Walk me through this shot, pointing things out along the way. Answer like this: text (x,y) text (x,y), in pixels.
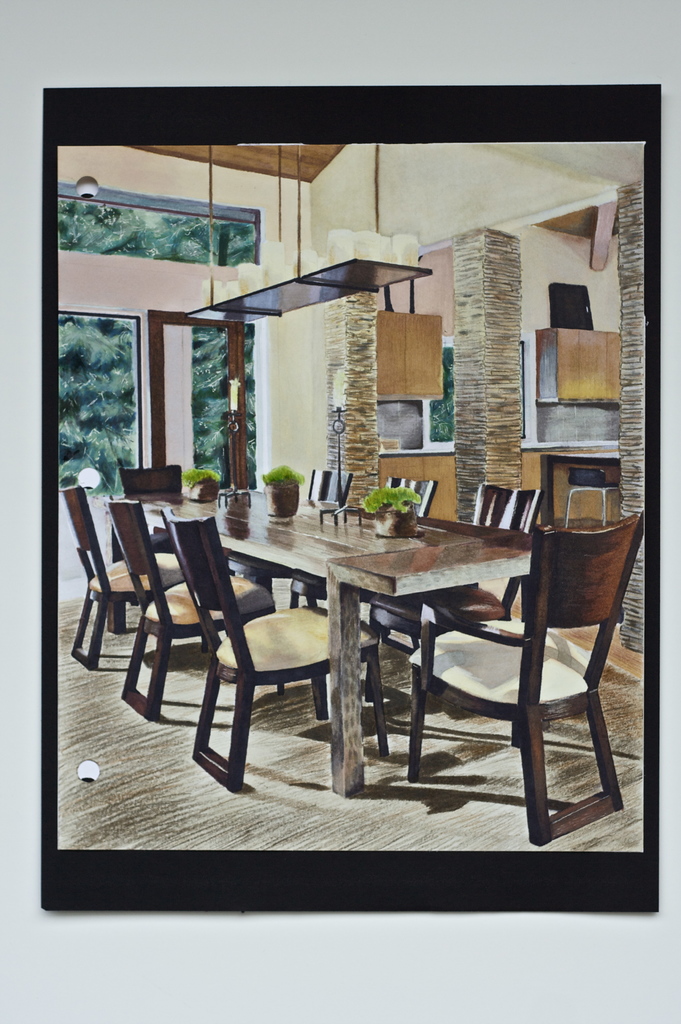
It is an edited image, there is a dining table (204,507) and on the table (217,509) there are small plants (299,482) and in the background (485,426) there are pillars (499,400) and on the left side of the pillars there is a door (154,338), behind the door (165,343) there are trees (78,407).
